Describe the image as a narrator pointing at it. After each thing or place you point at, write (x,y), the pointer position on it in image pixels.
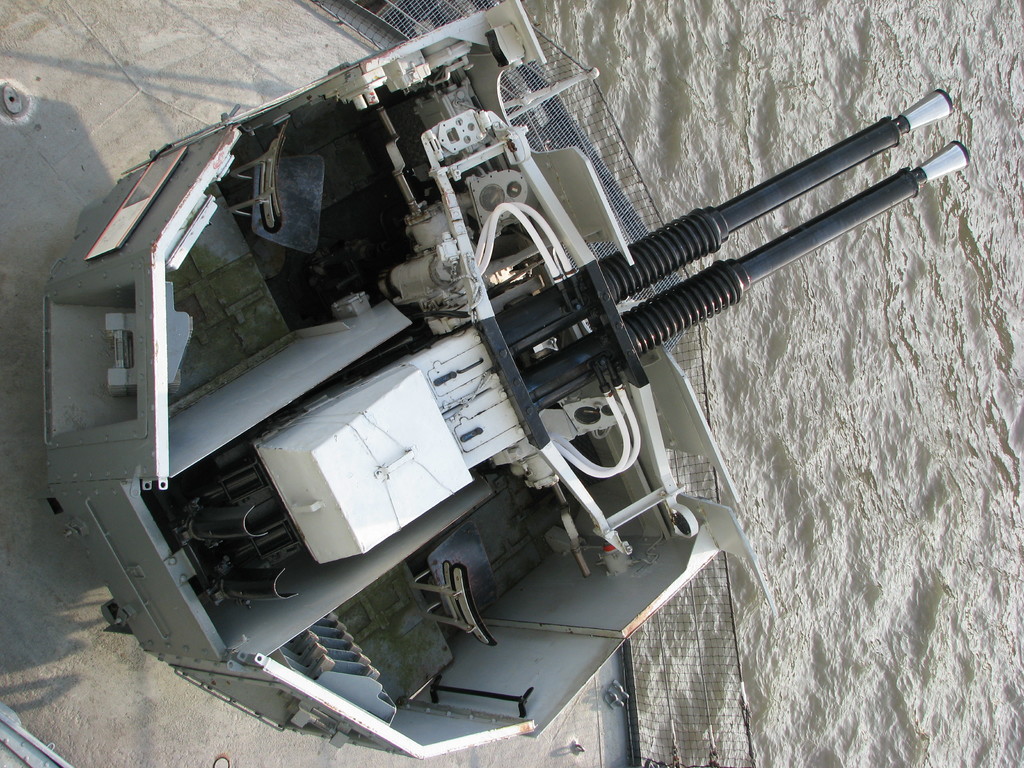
In this picture, we see a gun mount (414,565) with two guns (565,346) are placed on a deck (257,749). On the right side (717,414), we see water (854,536) and this water (880,463) might be in the river (851,184).
